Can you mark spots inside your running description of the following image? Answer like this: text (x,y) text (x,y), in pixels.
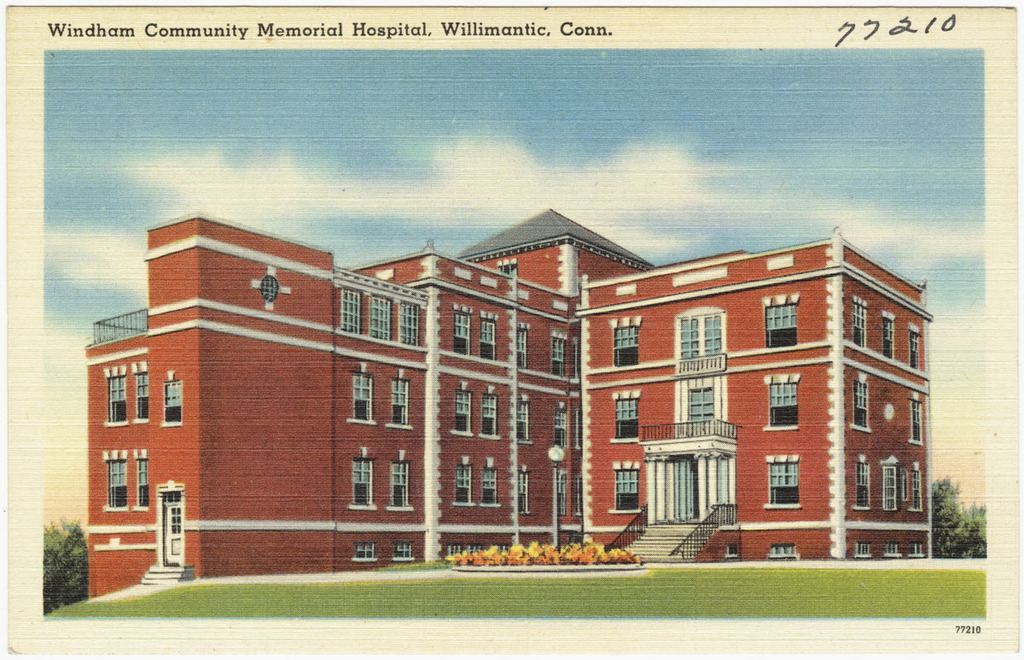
In the image we can see a paper (88,413), in the paper (225,529) we can see a photo (508,263). In the photo (222,275) we can see grass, plants (484,551), building (414,401), trees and poles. At the top of the image (787,184) we can see some clouds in the sky (806,49) and we can see some text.
